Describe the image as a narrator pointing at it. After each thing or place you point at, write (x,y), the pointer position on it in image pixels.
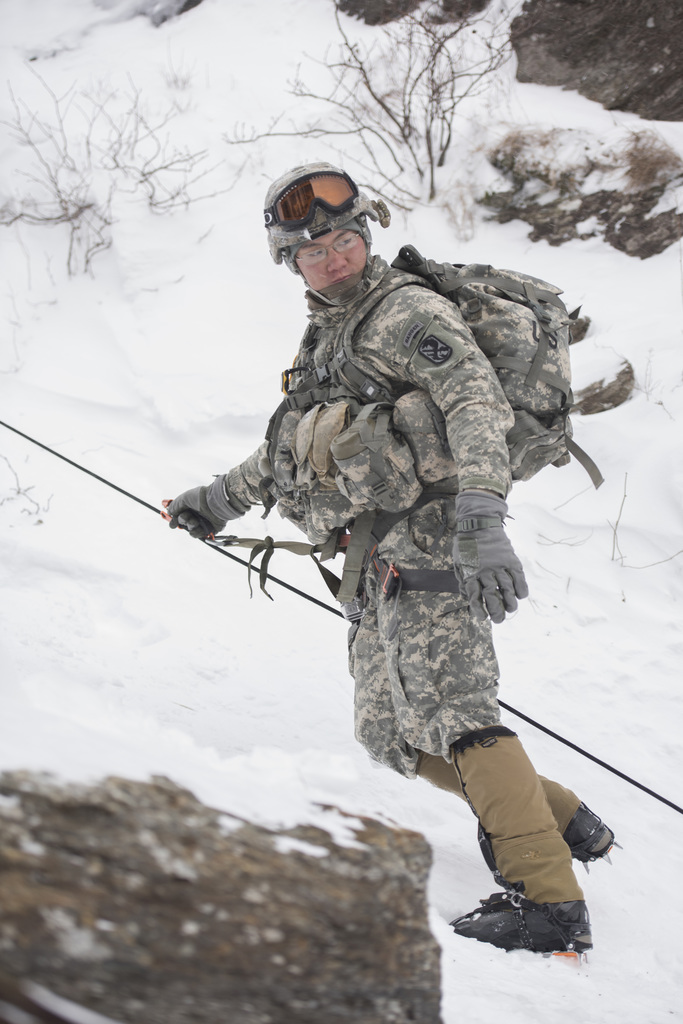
In this picture we can see a person (443,673) wearing some objects (376,459) and holding an object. We can see rocks (214,851) and twigs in snow (30,720).
